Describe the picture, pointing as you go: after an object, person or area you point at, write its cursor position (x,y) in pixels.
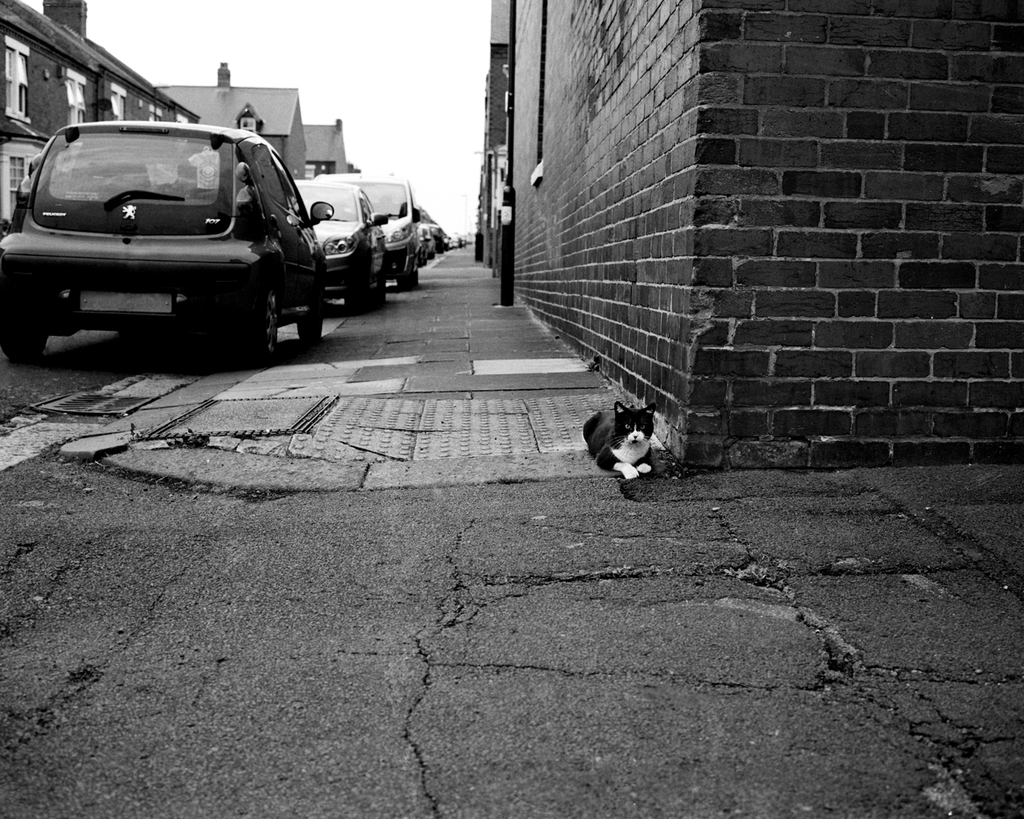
In the picture I can see vehicles (309,321) on the road (455,556). I can also see a cat (628,474) is sitting on the ground (634,497). In the background (564,281) I can see buildings (99,70) and the sky (418,128). This picture is black and white in color.
